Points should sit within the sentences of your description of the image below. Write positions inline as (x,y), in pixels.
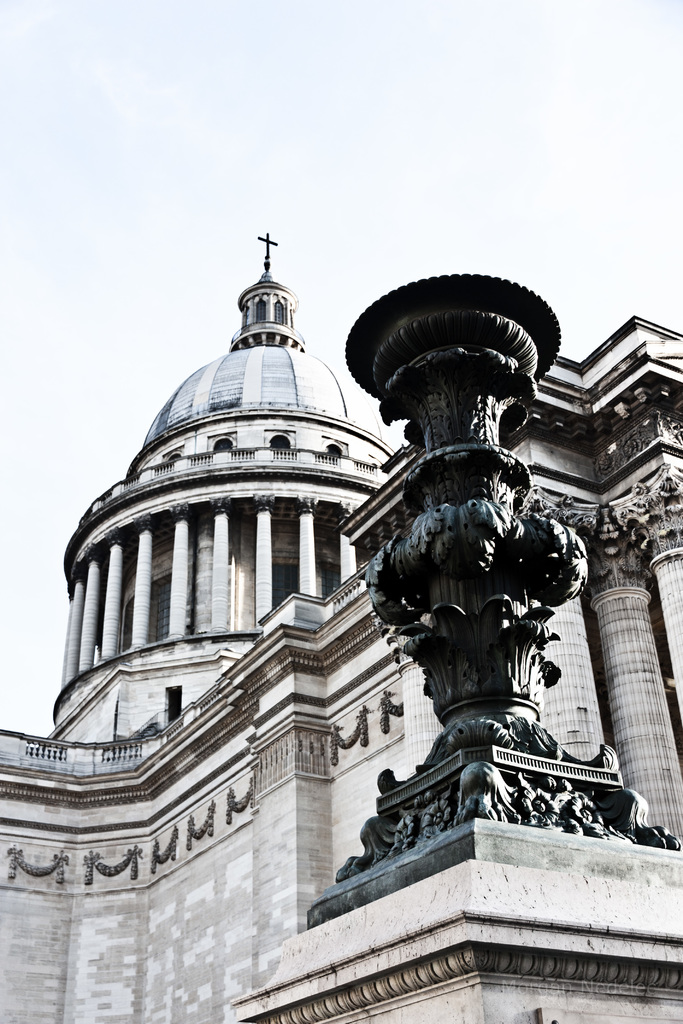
In this image there is the sky (367,169) towards the top of the image (349,68), there is a building (230,476), there is a sculpture (441,512).
